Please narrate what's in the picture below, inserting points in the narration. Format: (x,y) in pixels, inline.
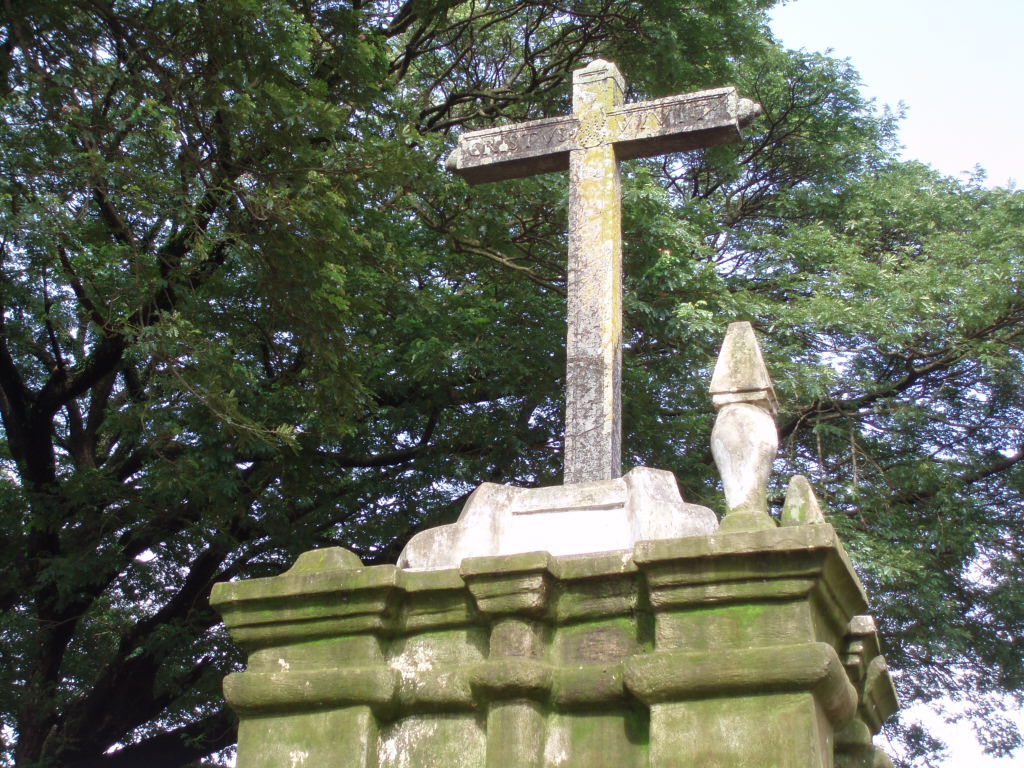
In this image there is a big pillar (642,546) with cross symbol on the top (494,150), beside that there are trees (114,740).
